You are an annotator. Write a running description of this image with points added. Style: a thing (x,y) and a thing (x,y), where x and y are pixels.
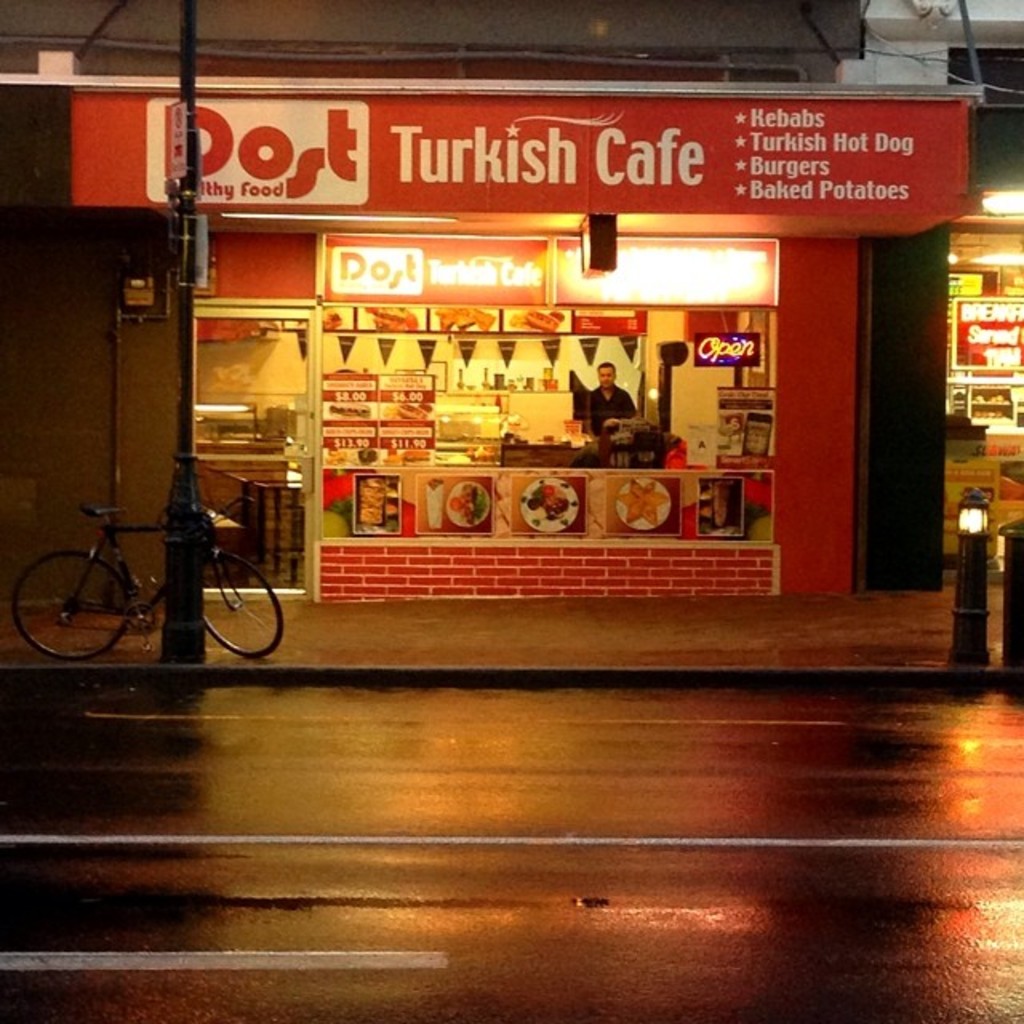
In this image, I can see a shop (344,231) with boards (538,199), decorative banners (520,338), posters (412,524), few other objects (252,463) and I can see a person (607,385) inside a shop (581,383). In front of the shop (301,458), there is a bicycle (88,553), pole (188,62) and a road (570,832). On the right side of the image (990,406), I can see another shop (998,368) with a board (989,357) and lights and there is a pathway light pole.
